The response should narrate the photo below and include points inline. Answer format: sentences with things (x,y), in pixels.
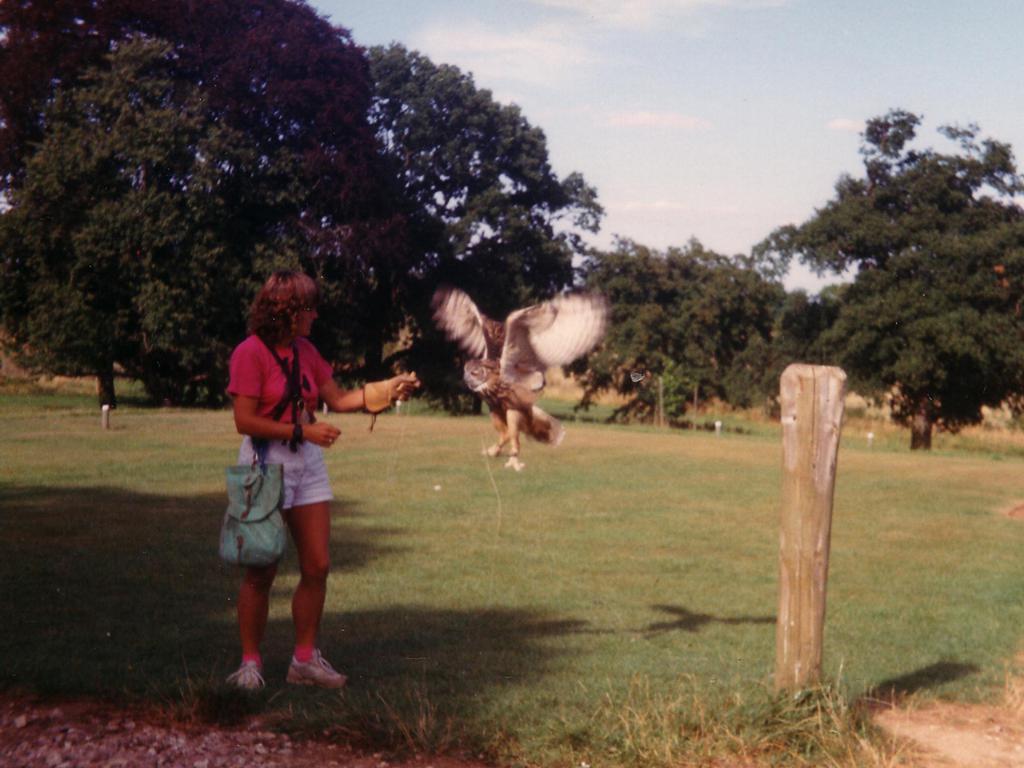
This image consists of a woman (301,461) and we can see a bird (506,373) flying in the air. At the bottom (436,701), there is green grass (529,700). In the background (902,353), there are trees (896,299). At the top (900,38), there is sky (827,114). On the right (820,511), we can see a wooden piece (785,527).
